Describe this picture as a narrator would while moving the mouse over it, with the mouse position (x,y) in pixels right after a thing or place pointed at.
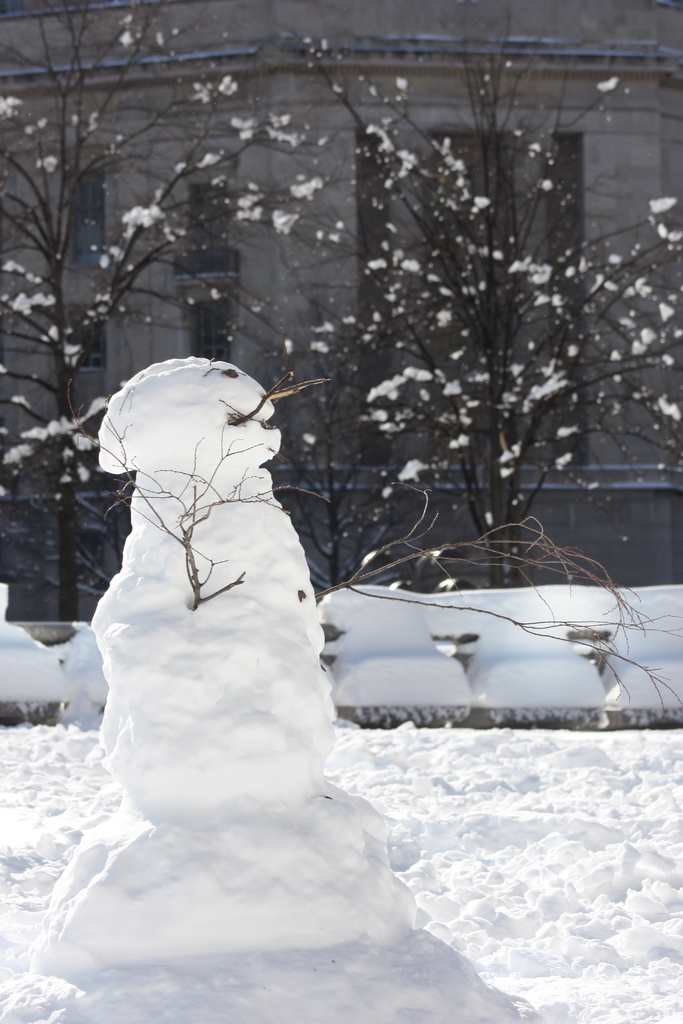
In this image we can see snow (564,816). Also there are trees (419,369). In the background (296,87) there is a building (270,114) with windows (221,243).
